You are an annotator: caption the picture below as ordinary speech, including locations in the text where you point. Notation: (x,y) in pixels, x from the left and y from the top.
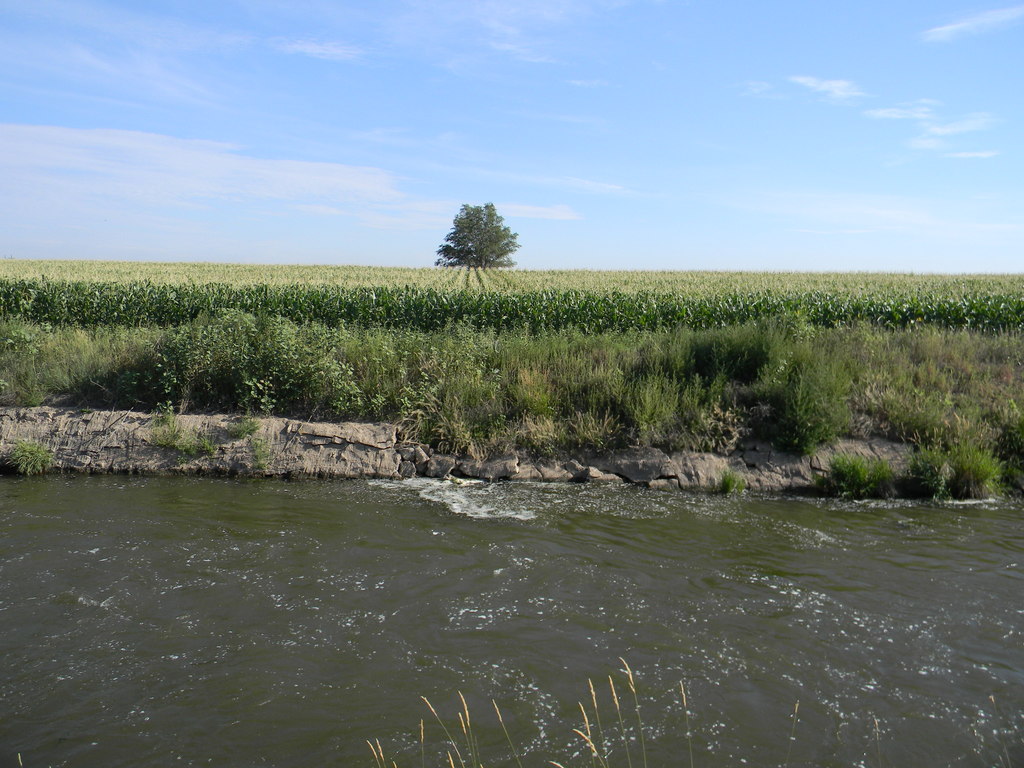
At the bottom of the image (422,609) there is water (703,631). In the center of the image (487,341) there are crops (872,305), grass (54,341). In the background of the image (464,263) there is a tree (471,222) and sky (429,196).
